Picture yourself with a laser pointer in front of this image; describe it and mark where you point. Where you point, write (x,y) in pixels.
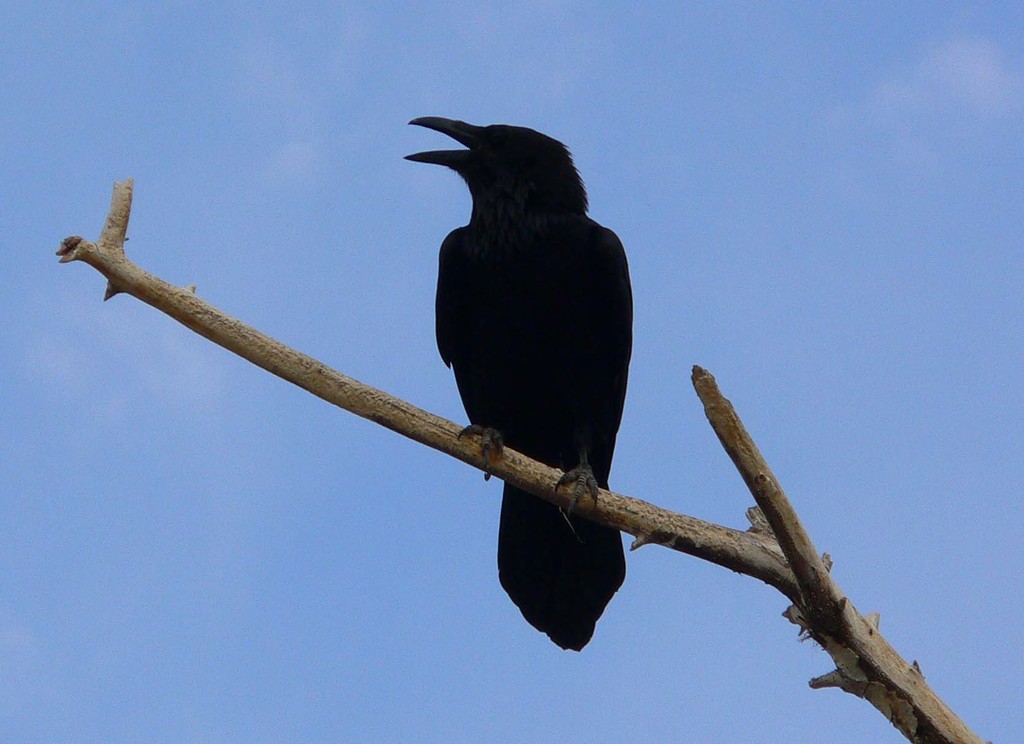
In this image there is a bird (600,321) on the branch (593,509). Background (641,628) there is sky (241,276).
